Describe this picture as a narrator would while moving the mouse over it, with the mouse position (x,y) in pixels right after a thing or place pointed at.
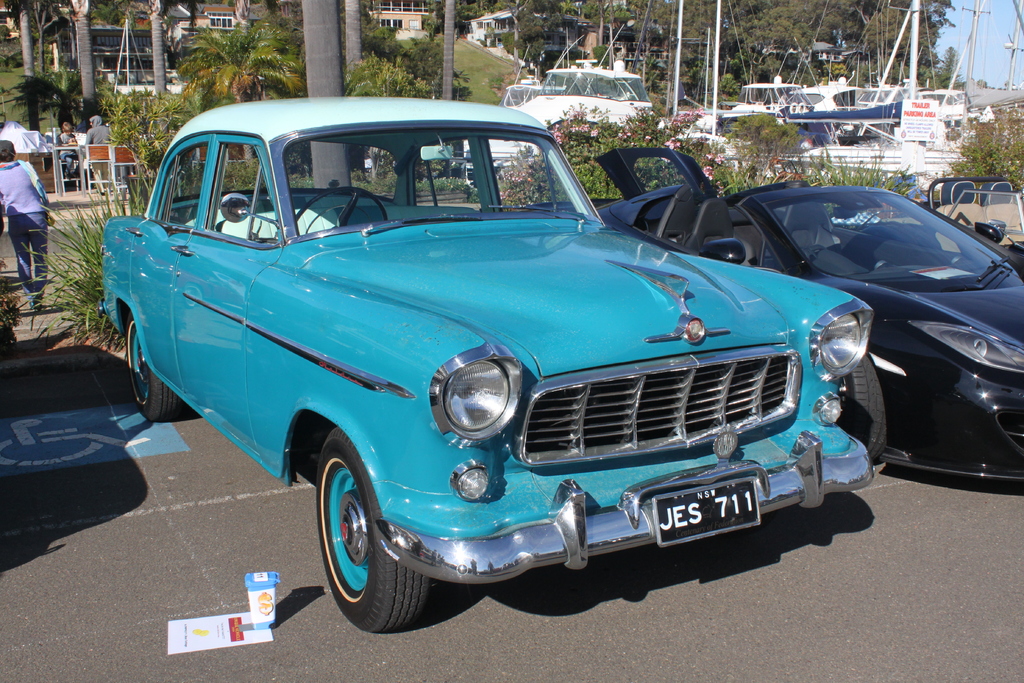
In this picture we can see a few vehicles (167,414) on the path (747,530). We can see some art (116,454), cup (259,578) and a paper (184,650) is visible on the road (217,597). We can see a few boats (556,91) and poles (967,121) on the right side (819,99). There is a person (25,177) standing on the left side (25,253). We can see a few people (67,175) sitting on the chair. There are a few tree trunks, trees (65,114) and houses (124,51) are visible in the background (675,51). Sky (959,33) is blue in color.
